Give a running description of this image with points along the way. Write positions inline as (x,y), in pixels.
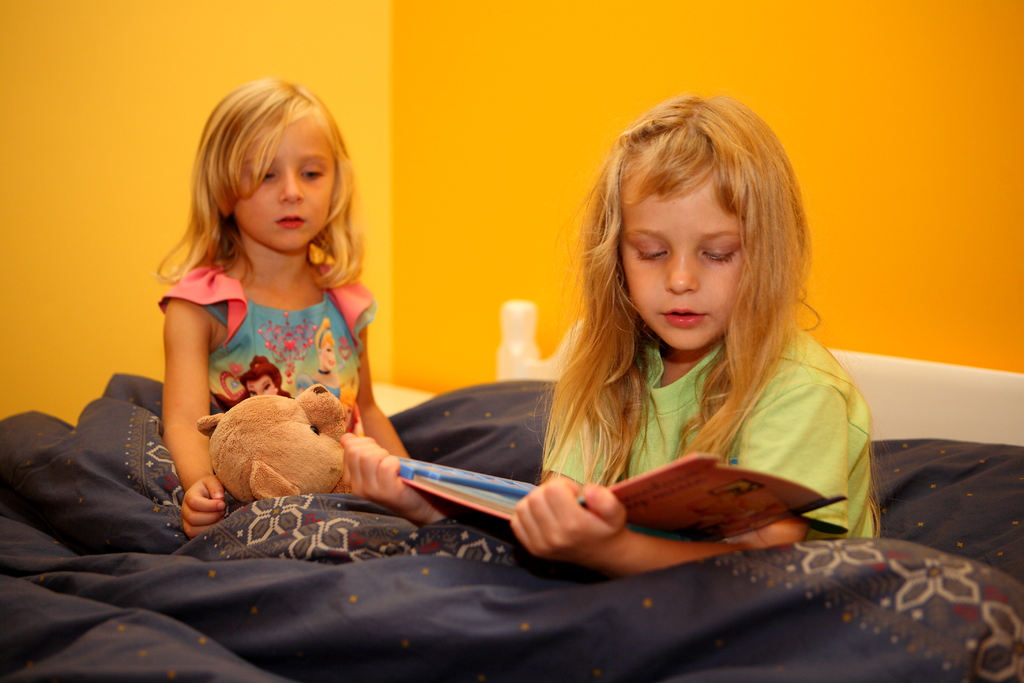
In this image there are two girls (179,463) sitting on a bed (456,542). In the background of the image (390,113) there is wall (390,113).
